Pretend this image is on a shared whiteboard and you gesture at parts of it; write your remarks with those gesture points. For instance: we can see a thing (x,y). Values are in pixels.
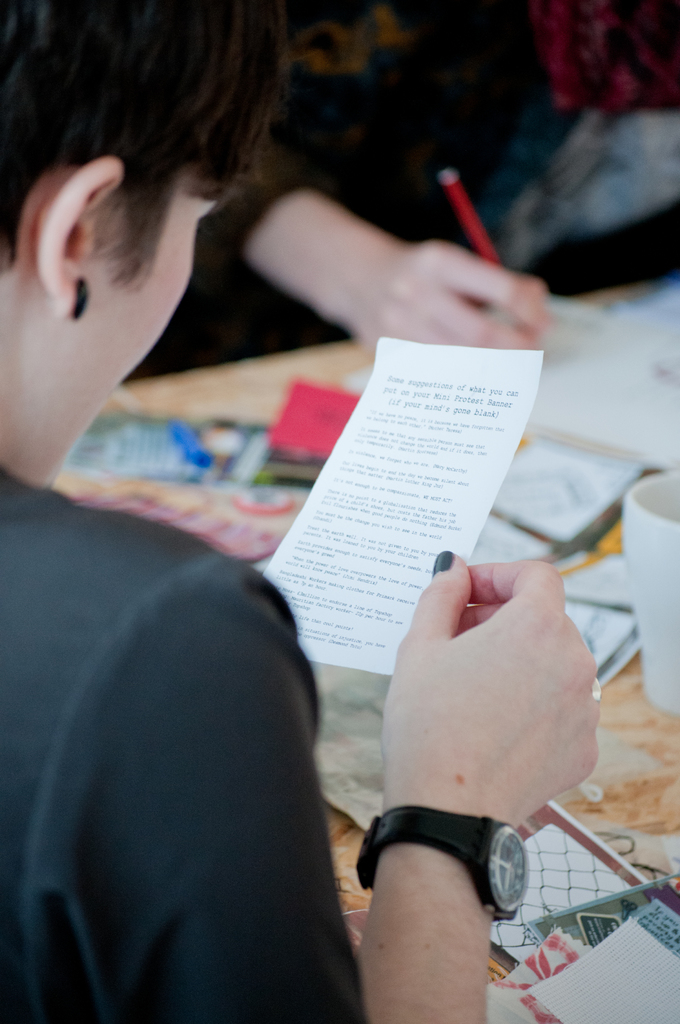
In this picture we can see people (62,659) and table (281,369). One person (157,936) is holding a paper (428,554). Another person (313,106) is holding a pen (458,187). On the table (292,400) there is a mug (653,536) and things (491,529).
